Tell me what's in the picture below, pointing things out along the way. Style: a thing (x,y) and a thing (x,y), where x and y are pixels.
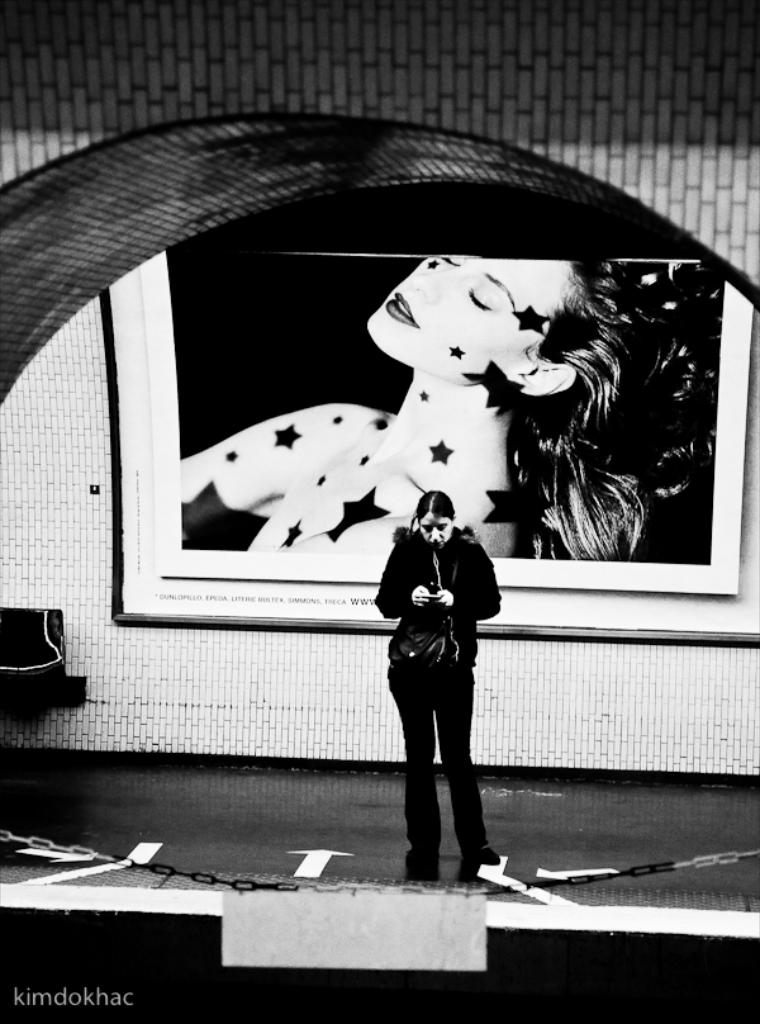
This is a black and white image. Here is the woman (445,695) standing. This looks like a photo frame (550,476), which is attached to the wall (78,500). On the left side of the image (61,629), I think this is a chair (38,655). I can see an iron chain (58,850) hanging. This looks like a platform (605,829). I can see the watermark (62,999) on the image.
